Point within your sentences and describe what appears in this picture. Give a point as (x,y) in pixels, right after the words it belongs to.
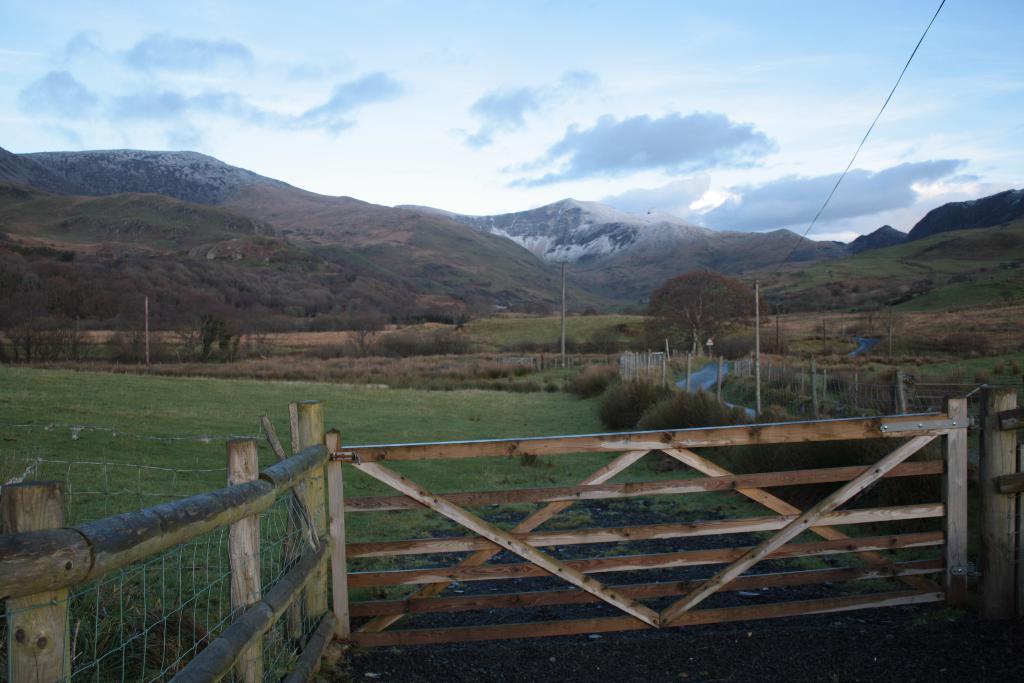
In this image at the bottom (200,586) there is a fence (524,524) and grass (423,373), in the background (921,230) there are some mountains (597,270), trees (740,338) and on the right side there is a wire (814,219). At the top of the image (516,122) there is sky (442,122).
